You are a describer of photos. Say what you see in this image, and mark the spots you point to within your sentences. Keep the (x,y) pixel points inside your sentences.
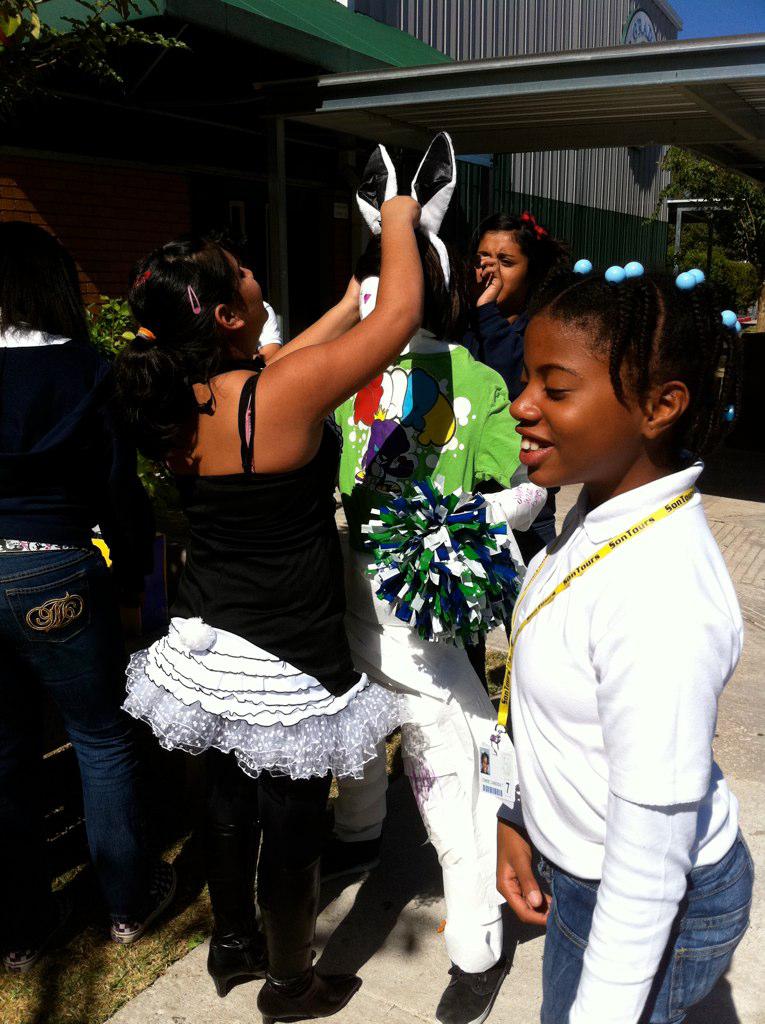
In the center of the image (459,388) we can see persons (334,540) standing on the ground (403,960). In the background (55,53) we can see trees (91,65), house (239,42) and sky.
